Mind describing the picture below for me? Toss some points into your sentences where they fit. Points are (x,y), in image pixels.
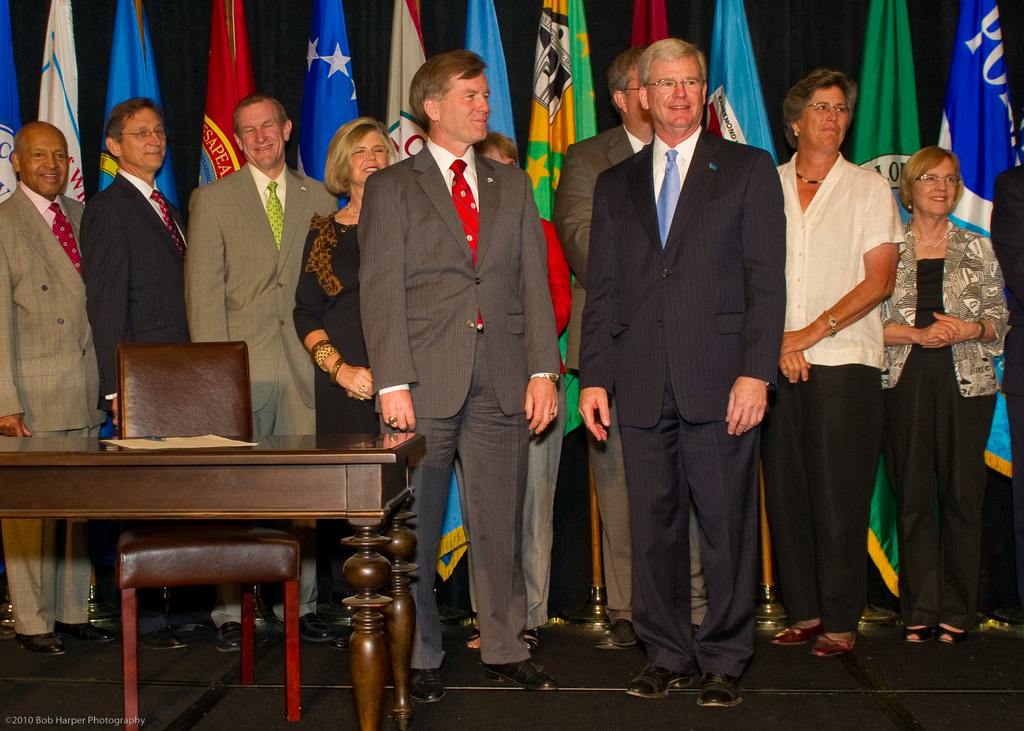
We can see persons (756,256) standing on the platforms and they all hold a smile on their faces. Near to them there is a table (243,497) and a chair (225,384). On the table (244,460) there is a pen (151,438) and paper (203,445). Behind to them there are different flags (887,76).
